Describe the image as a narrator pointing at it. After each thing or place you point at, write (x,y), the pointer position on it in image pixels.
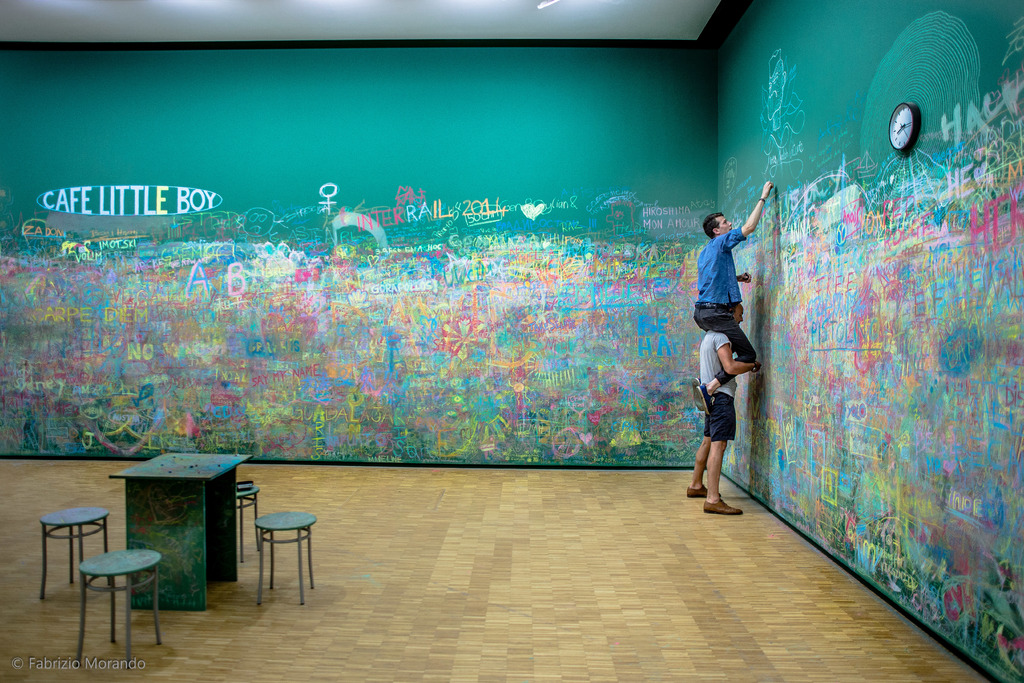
There is a man (714,443) standing and other man (733,300) is sitting on his shoulder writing something on wall (913,319). Behind him there is a table (152,541) and benches (90,516) on floor (90,610).
